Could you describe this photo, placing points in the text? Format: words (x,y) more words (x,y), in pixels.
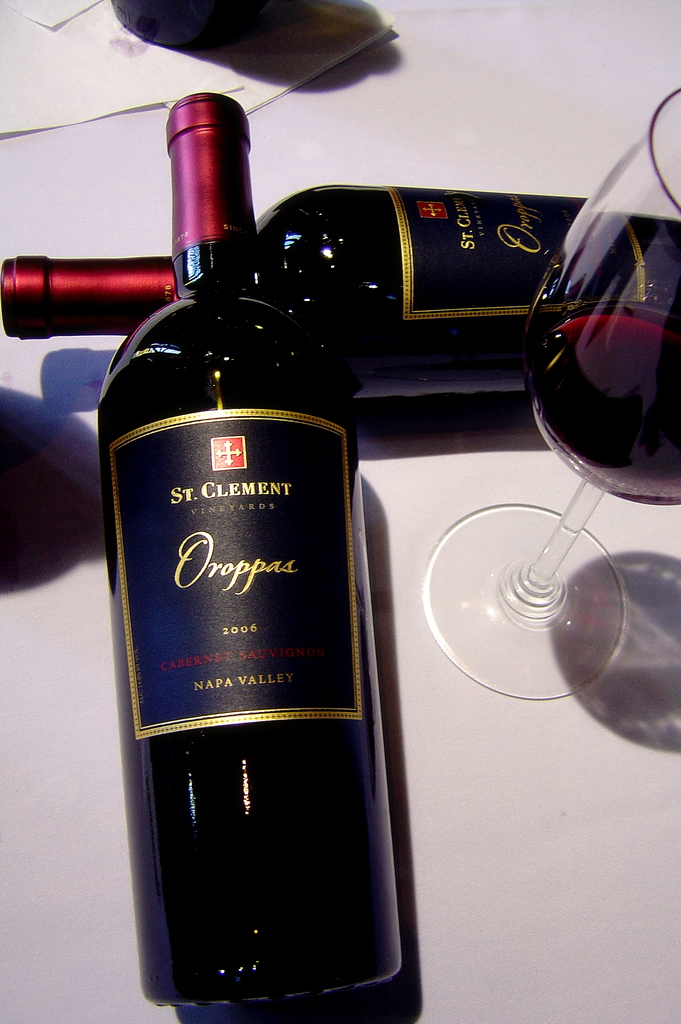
In this picture we can see two bottles (469,223), glass (605,325) with drink (567,379) in it, envelopes (42,60) and an object (180,38) and these all are placed on the surface (483,875).
